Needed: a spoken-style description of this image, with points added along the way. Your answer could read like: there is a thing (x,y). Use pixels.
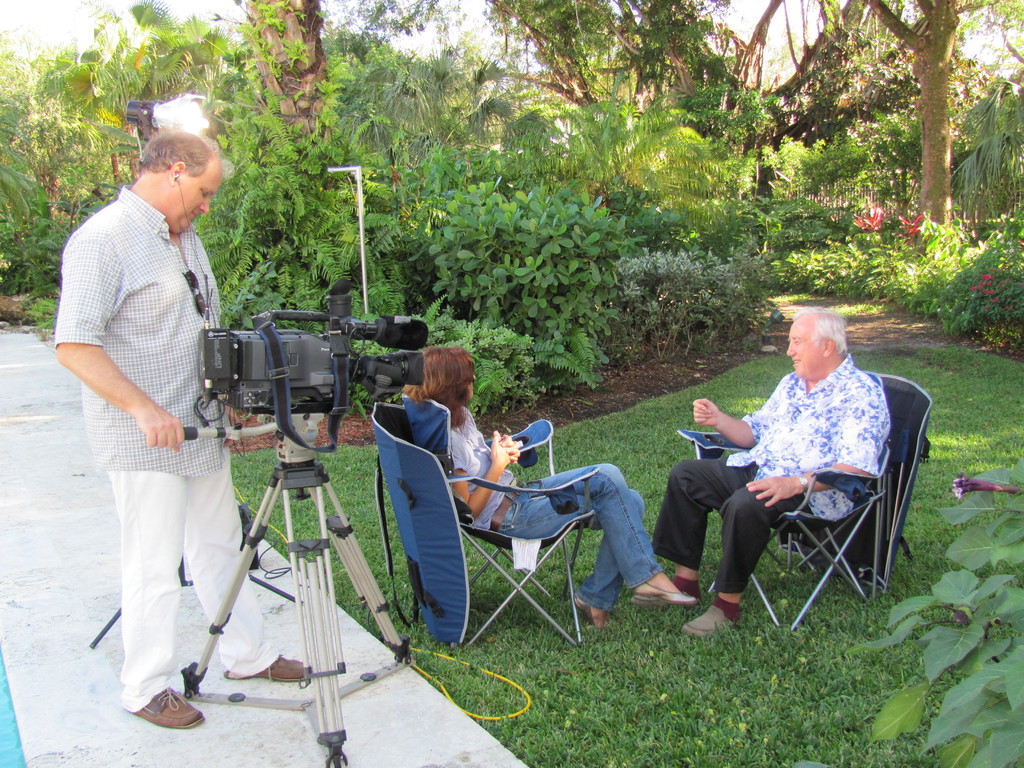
In this picture we can see two persons (730,473) sitting on chairs (569,508), on the left side (139,319) there is a man (214,456) standing and looking at the camera (318,380), we can see a tripod (321,523) here, in the background (498,227) there are some trees (532,104), we can see grass (595,686) at the bottom (665,714), there is a light (166,119) here.
